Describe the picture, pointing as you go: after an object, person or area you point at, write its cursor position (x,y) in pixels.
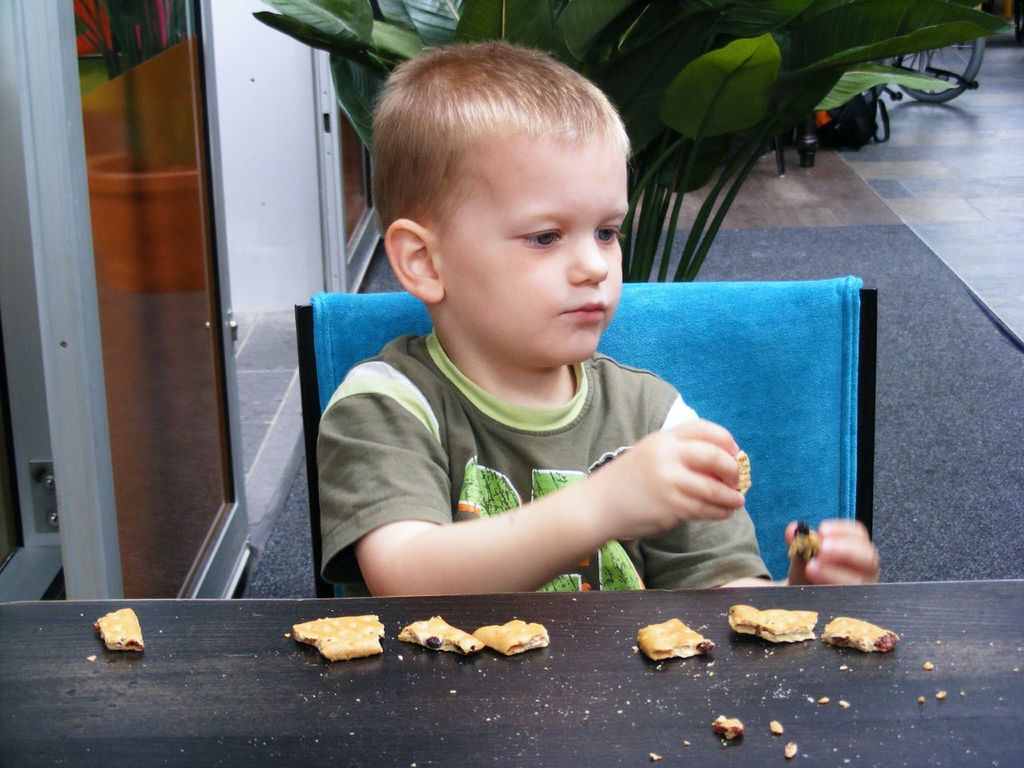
In this image there is a table (1012,616), on that table (589,669) there are biscuit (512,651), behind the table (343,608) there is a boy (432,376) sitting on a chair (686,343), in the background (660,16) there is a plant (594,11).
